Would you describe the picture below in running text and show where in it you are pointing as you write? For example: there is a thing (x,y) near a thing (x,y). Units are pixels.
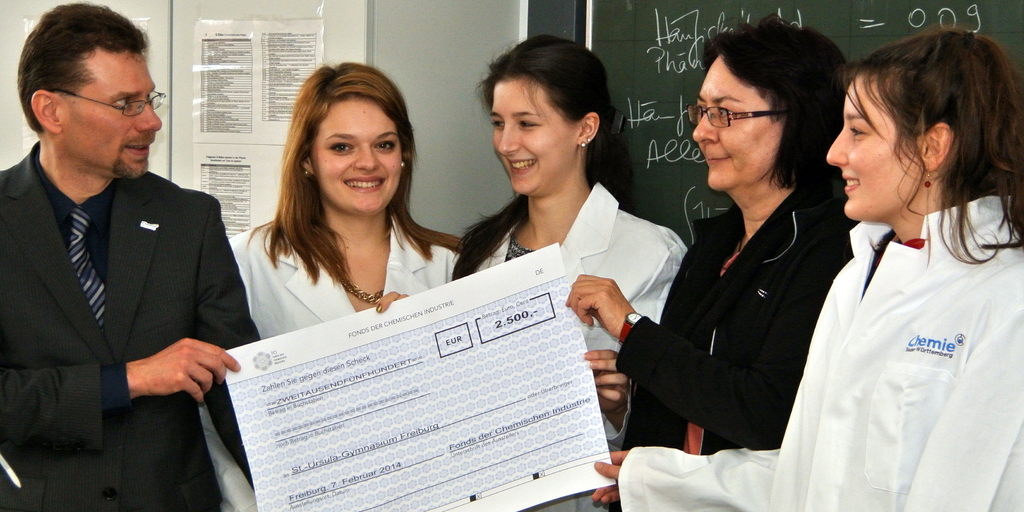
In this image we can see a group of people (779,413) and few people (714,421) holding an object (490,380). There are few papers (246,114) on the notice board (242,114). There is some text (664,117) written on the board (656,56) in the image.
